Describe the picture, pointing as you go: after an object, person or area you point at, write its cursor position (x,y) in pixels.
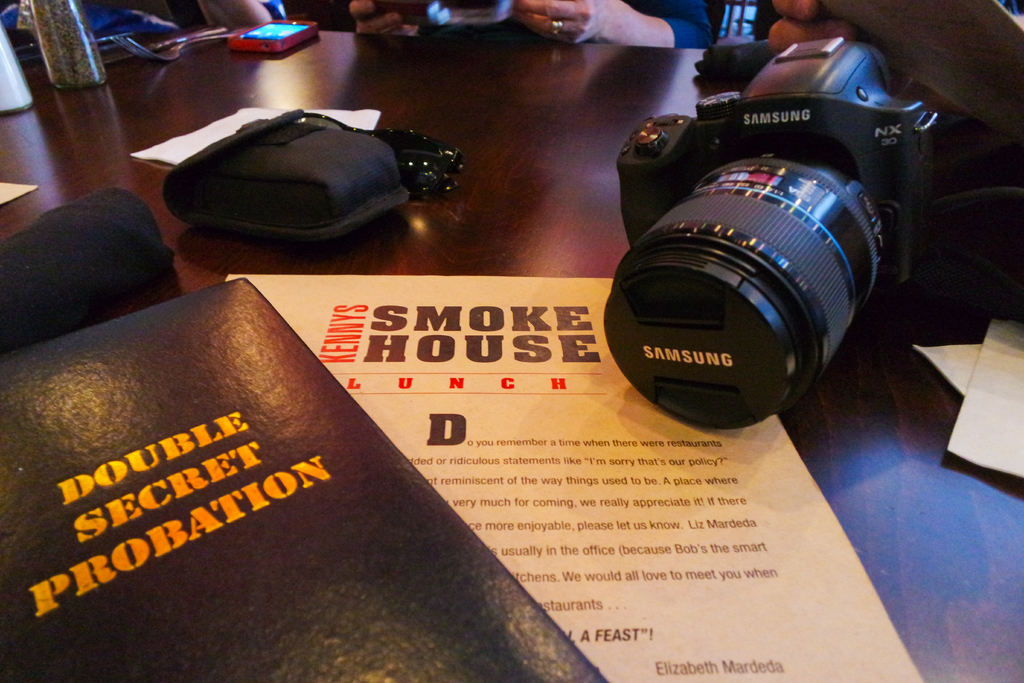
In the center of the image (533,398) there is a table (1010,619) on which there are papers (391,375), camera (689,317), goggles (444,183) and other objects (236,139). In the background of the image (362,21) there are people (524,17).
